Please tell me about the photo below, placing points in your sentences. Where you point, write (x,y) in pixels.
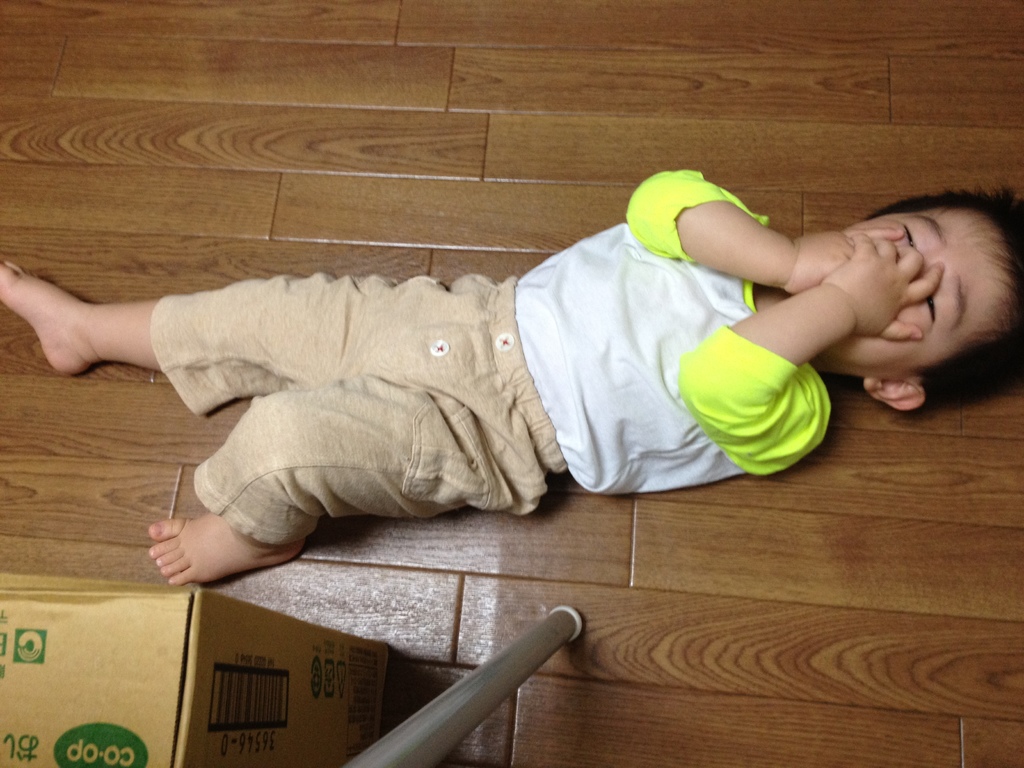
In the image we can see a kid (396,370) is lying on the floor (79,414). At the bottom (29,741) there is a carton box (106,712) and a pole (453,725) on the floor (583,77).
